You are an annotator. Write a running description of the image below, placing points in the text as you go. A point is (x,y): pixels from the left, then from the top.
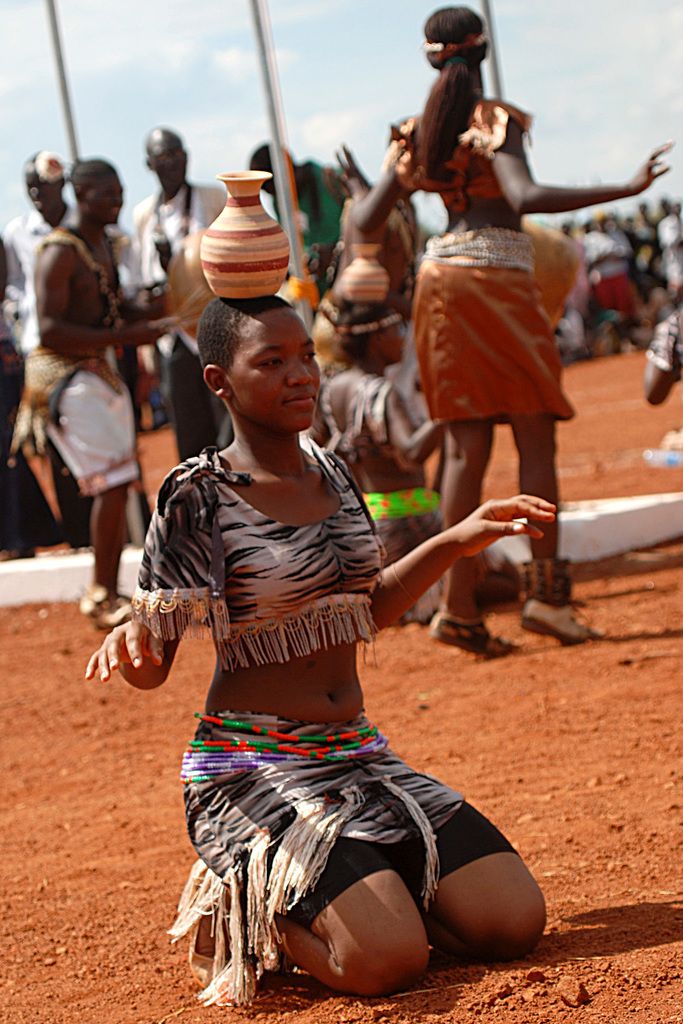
In this image we can see a few people (330,421), two (377,306) of them are carrying pots (357,287) on their heads (309,399), there are poles (267,7), also we can see the sky (361,128).
